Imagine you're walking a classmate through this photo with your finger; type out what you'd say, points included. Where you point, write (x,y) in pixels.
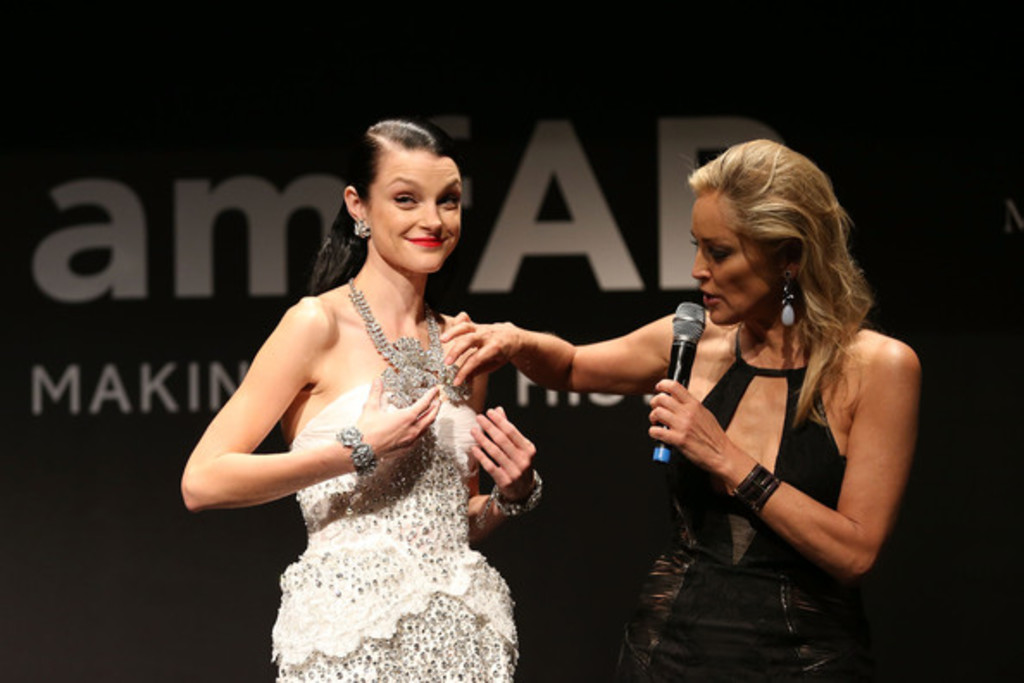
left woman (456,644) wears a white dress (338,568) she is smiling in the right side of an image (715,654) woman (622,368) wears a black colour dress (684,512) and she speaking in the microphone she is pointing her hand (474,348) towards white color dress women (405,415).
